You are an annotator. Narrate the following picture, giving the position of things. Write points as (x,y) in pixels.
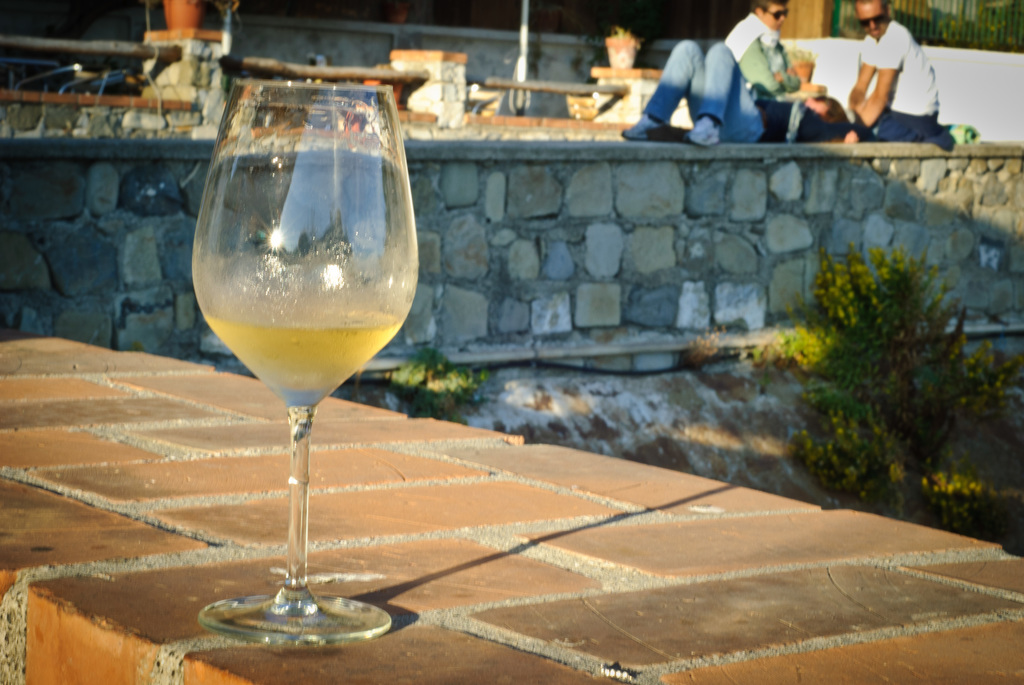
In this image I can see the wine glass (304,290) on the brick wall (501,622). In the background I can see the plants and few people (657,127) on the wall (568,160). I can see two people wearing the goggles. I can see the flower pots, railing (365,71) and also wall (486,56) in the back (443,93).
